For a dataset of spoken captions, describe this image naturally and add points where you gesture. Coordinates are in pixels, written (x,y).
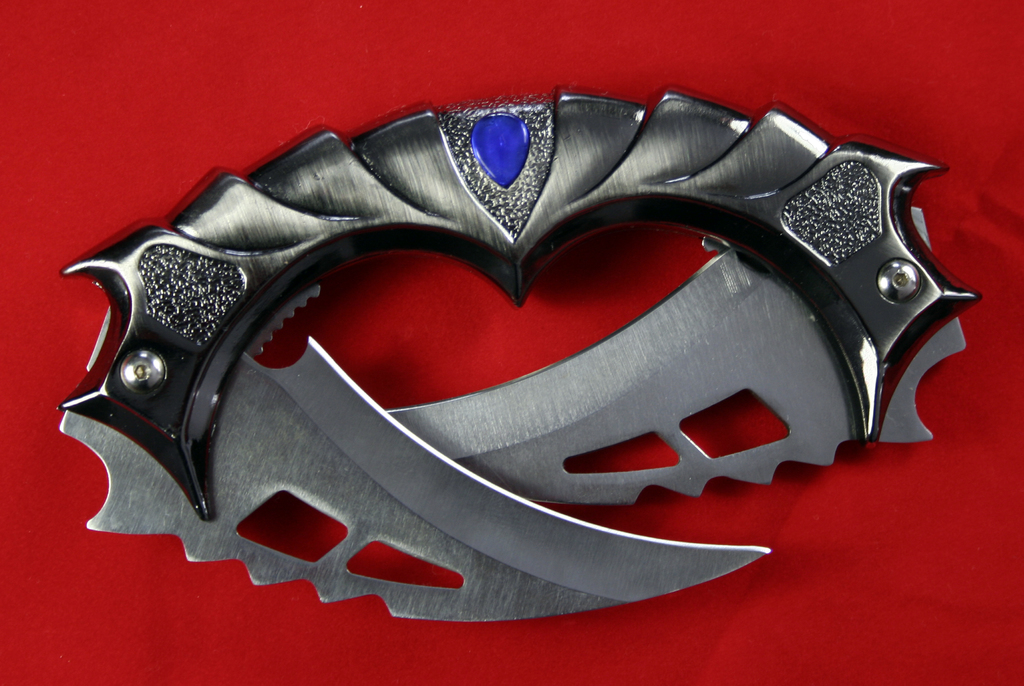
Here I can see a knife (571,174). Its handle (335,223) is made up of iron metal (252,219) and I can see a blue color locket (508,145) on it. This is placed on a red color sheet (849,583).
